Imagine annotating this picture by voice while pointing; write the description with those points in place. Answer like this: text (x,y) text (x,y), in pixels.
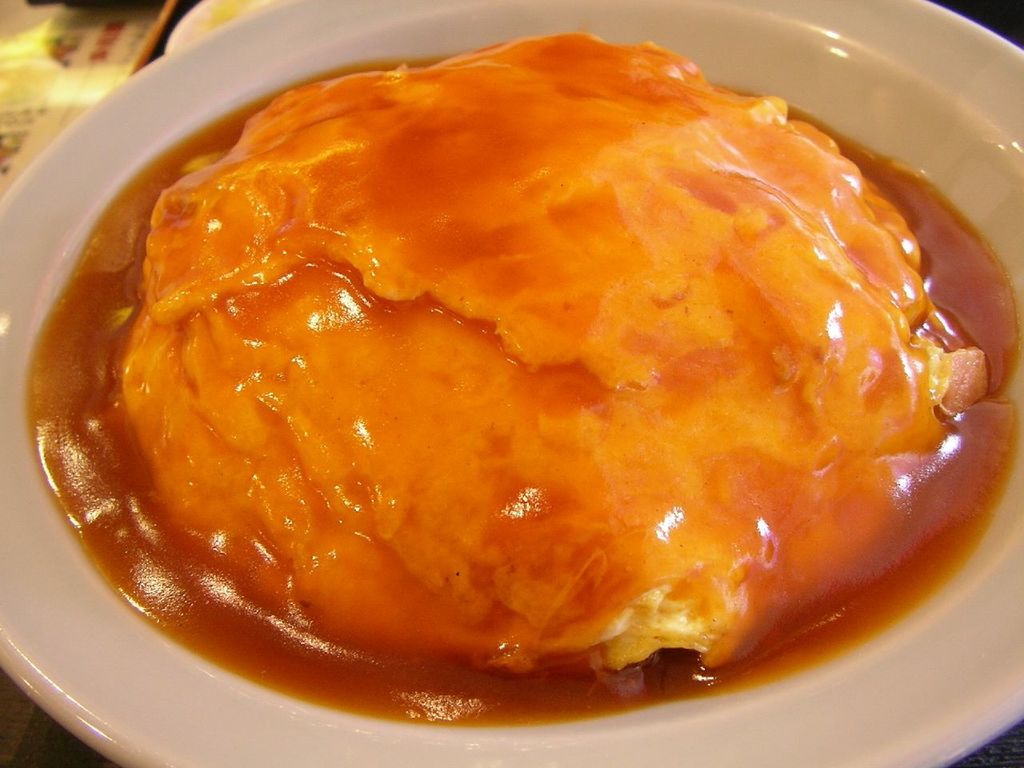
The picture consists of a food item (622,244) served in a plate (64,613).
